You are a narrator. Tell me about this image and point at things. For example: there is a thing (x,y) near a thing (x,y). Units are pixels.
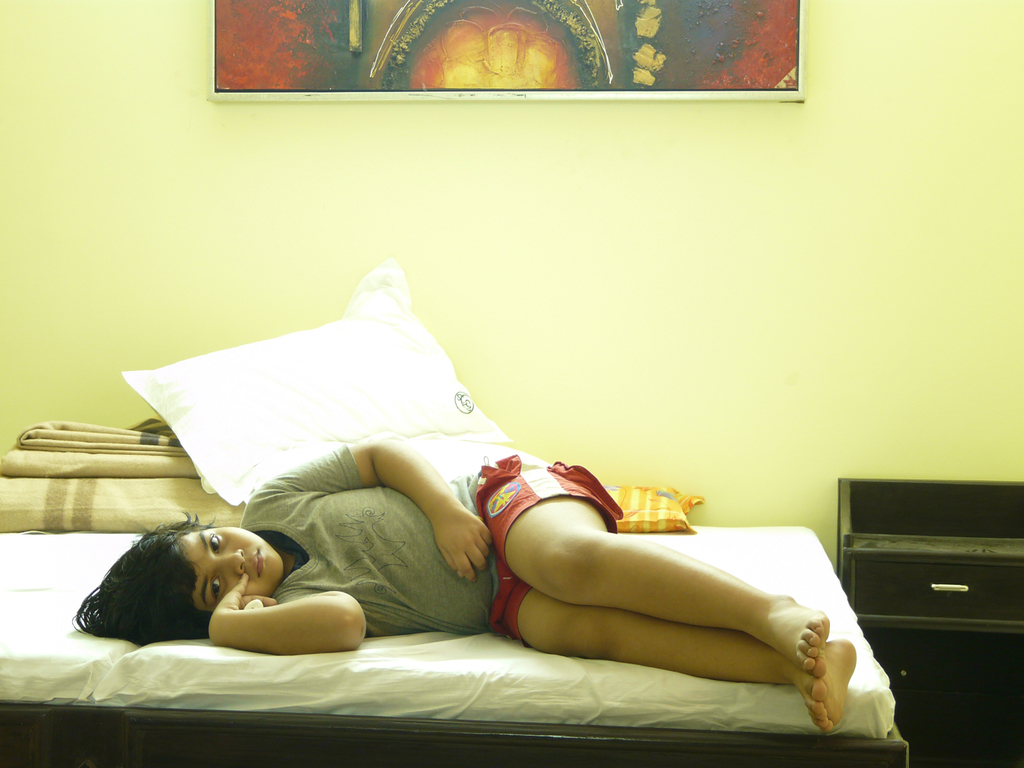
In this image there is a kid (586,525) laying on a bed (771,576), on that bed (771,576) there are blankets (156,497) and pillows (284,450), in the background (992,437) there is a wall (820,459) for that wall (998,407) there is a photo frame (792,48), beside the bed (810,570) there is a table (994,564).
